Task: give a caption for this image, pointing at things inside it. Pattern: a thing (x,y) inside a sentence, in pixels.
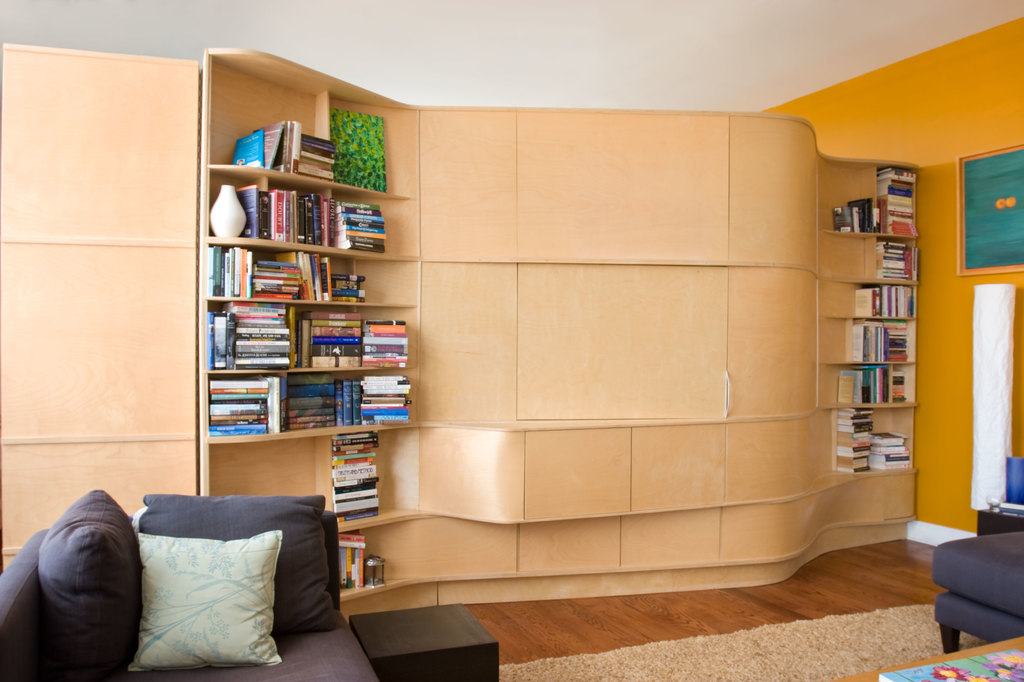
this picture shows a room (929,127) a book shelves (207,378) and a sofa bed (351,676).
